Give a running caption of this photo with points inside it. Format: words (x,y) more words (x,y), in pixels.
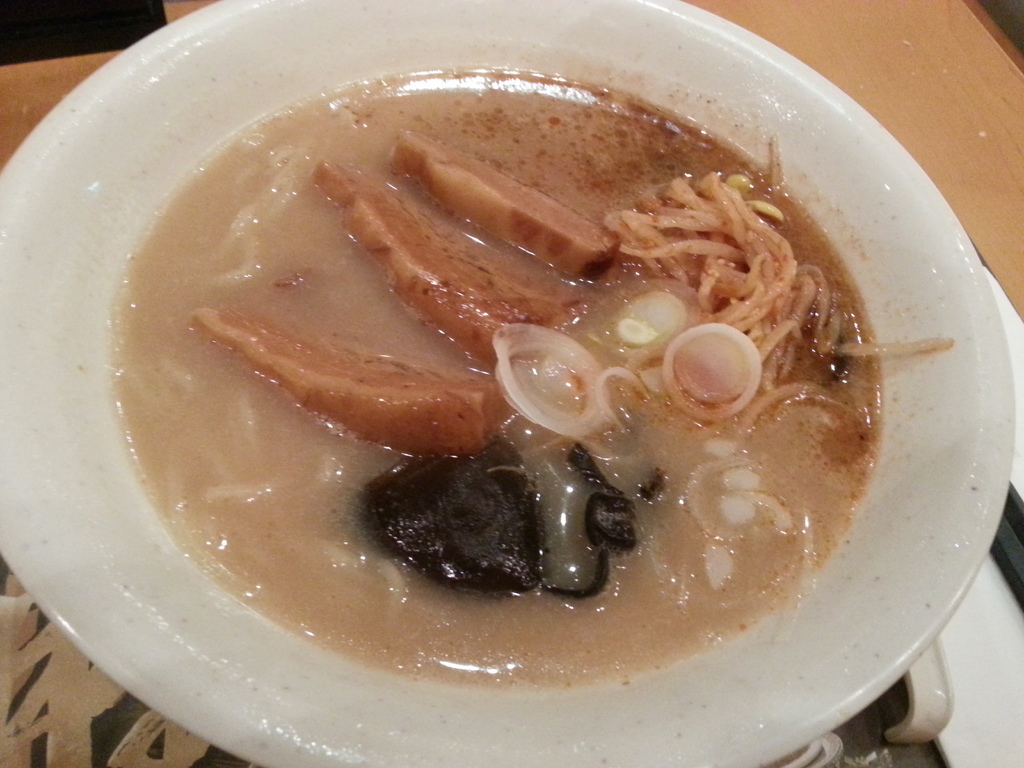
In this image we can see the food (205,241) in a bowl (845,227) placed on the table (100,747).
